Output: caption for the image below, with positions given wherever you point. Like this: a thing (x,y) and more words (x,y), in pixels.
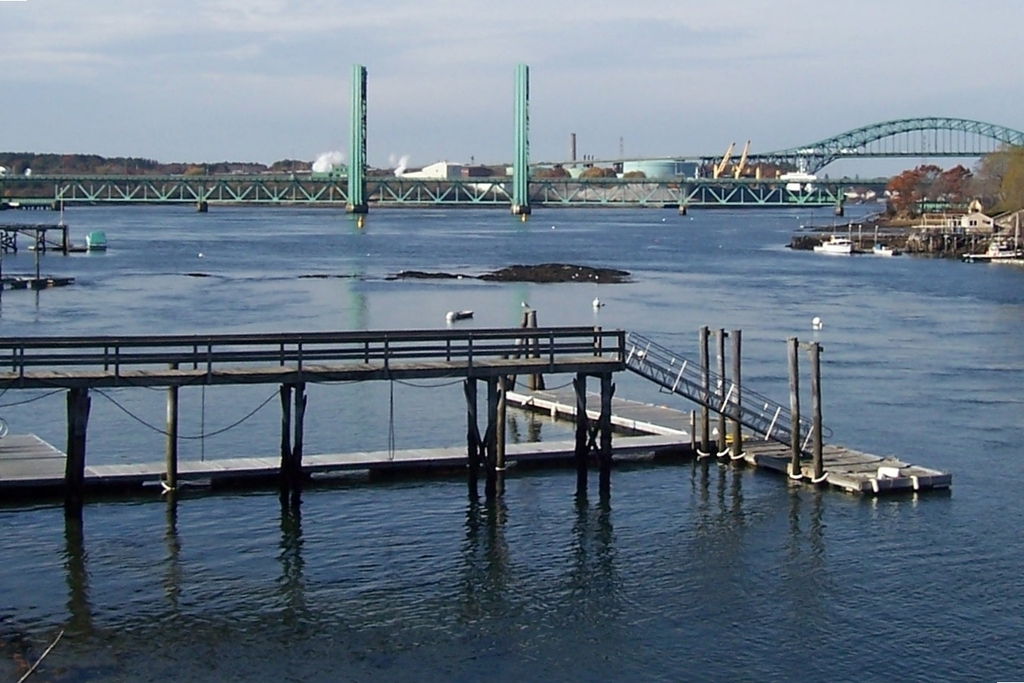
In this picture I can see there is a bridge (413,195) on the sea (428,212) and there are some boats (897,251). In the backdrop (975,233) there are buildings (988,226) and there are trees (208,165). The sky (162,133) is cloudy.
